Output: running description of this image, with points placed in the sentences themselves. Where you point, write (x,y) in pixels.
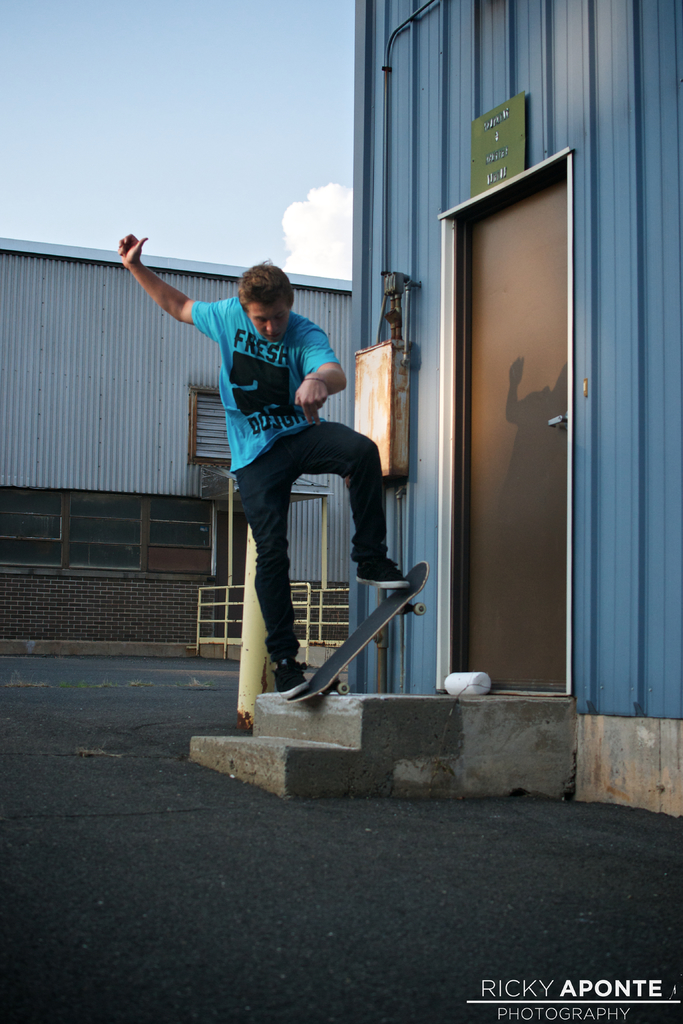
In this image we can see there is a person (280,439) standing on the skateboard (411,605), which is on the steps (303,762). On the right side of the image (581,426) there is a house (549,295). In the background (149,141) there is a sky (187,182).
